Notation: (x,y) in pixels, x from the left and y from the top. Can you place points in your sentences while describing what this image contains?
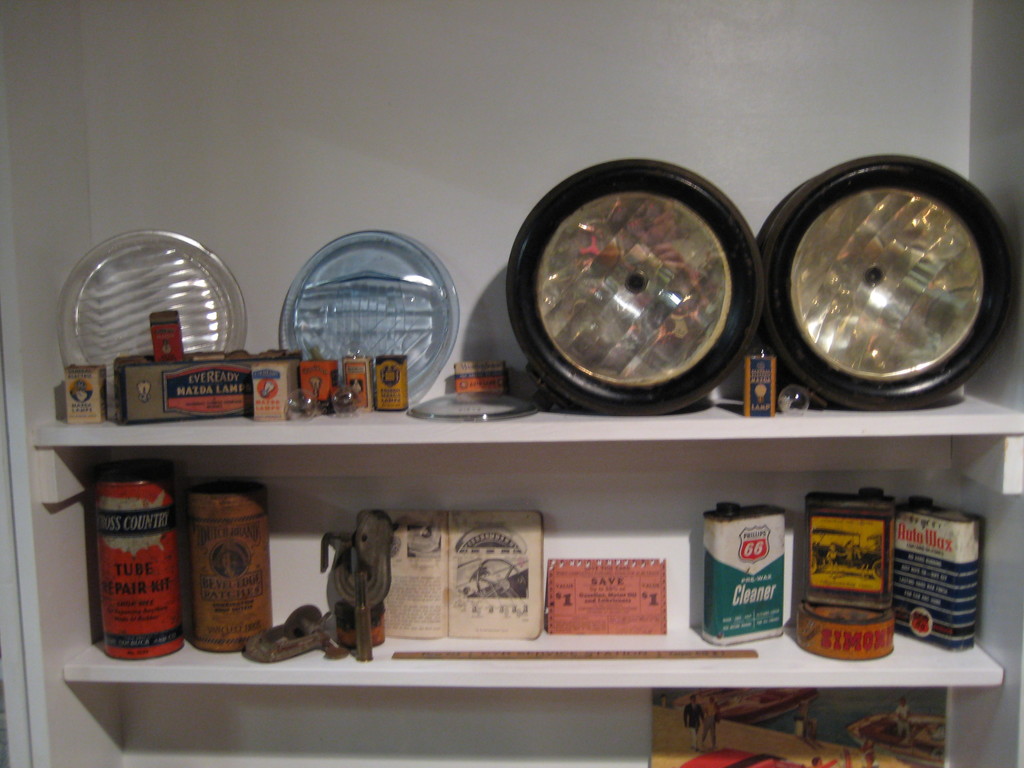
In this image I see few things (396,362) on the shelves (357,426) and I see a book (443,583) over here and I see the white wall (147,20).
